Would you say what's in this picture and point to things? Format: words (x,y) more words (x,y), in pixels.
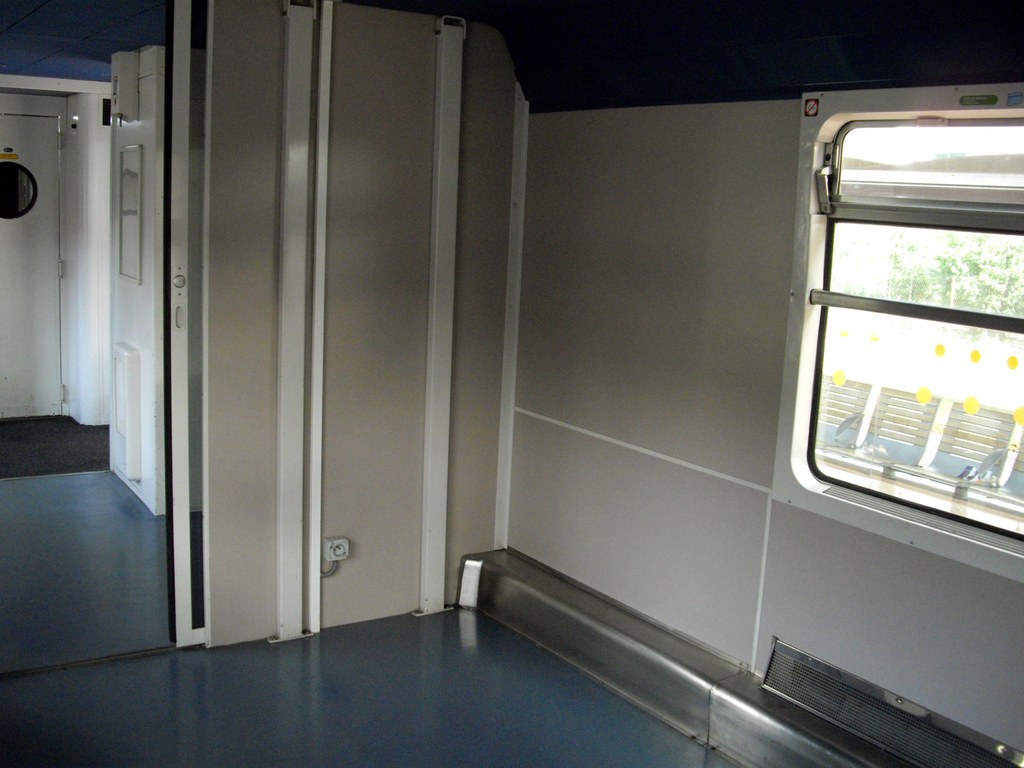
In the image we can see the internal structure (334,349) of the vehicle (370,382). Here we can see the window (909,398) and out of the window (935,357) we can see leaves (951,273).
